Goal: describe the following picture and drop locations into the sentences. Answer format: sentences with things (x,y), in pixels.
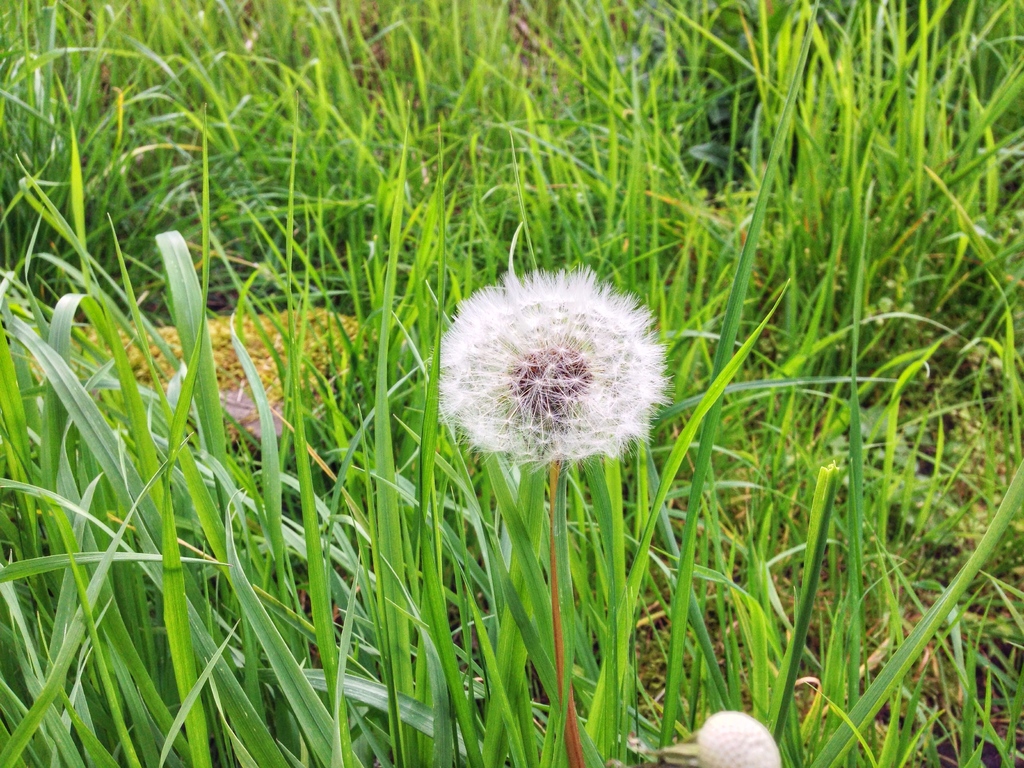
In this image we can see a dandelion (525,391), grass (603,560) and other objects (143,378).
